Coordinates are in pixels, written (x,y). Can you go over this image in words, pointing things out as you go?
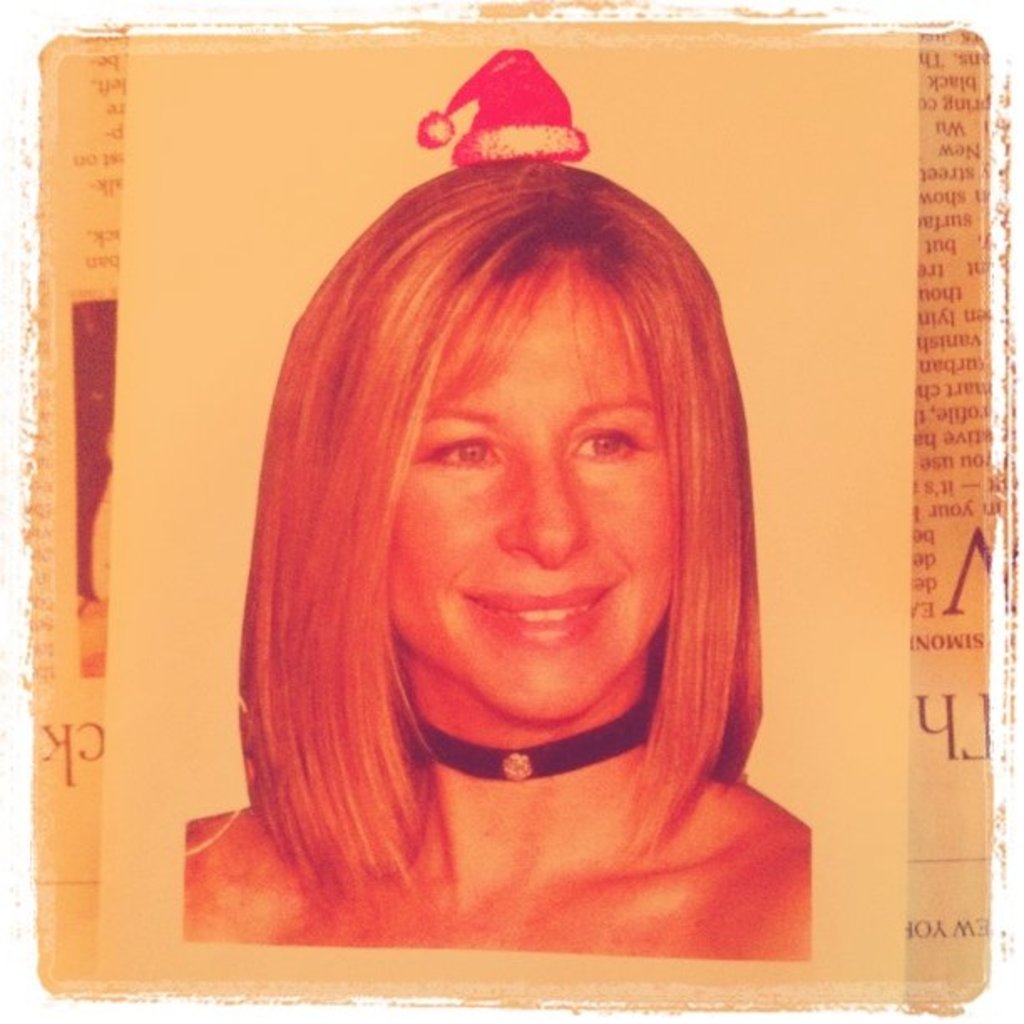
In this image I can see a picture of a woman (596,587) and on her head (486,164) I can see a red colour cap (500,119). On the both sides of the image I can see something is written and I can also see smile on her face (564,623).
